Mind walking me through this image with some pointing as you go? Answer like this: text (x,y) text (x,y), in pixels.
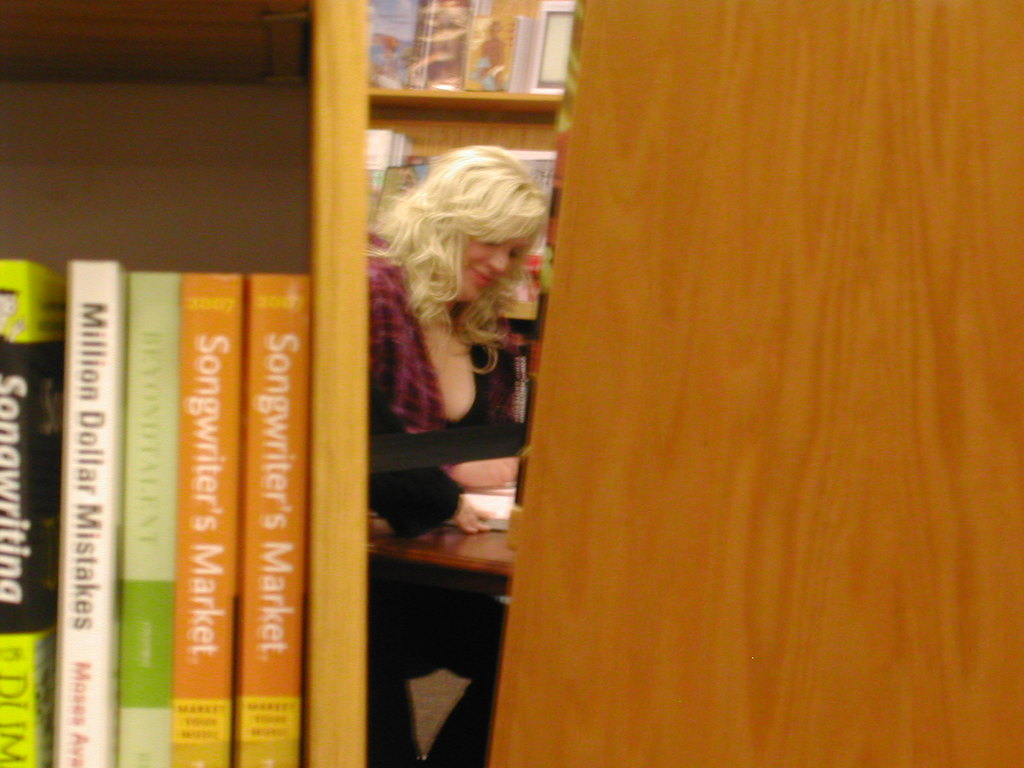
In this picture we can see a woman (479,655) and in front of her we can see a table (481,546), books (27,453), rack (555,344).
